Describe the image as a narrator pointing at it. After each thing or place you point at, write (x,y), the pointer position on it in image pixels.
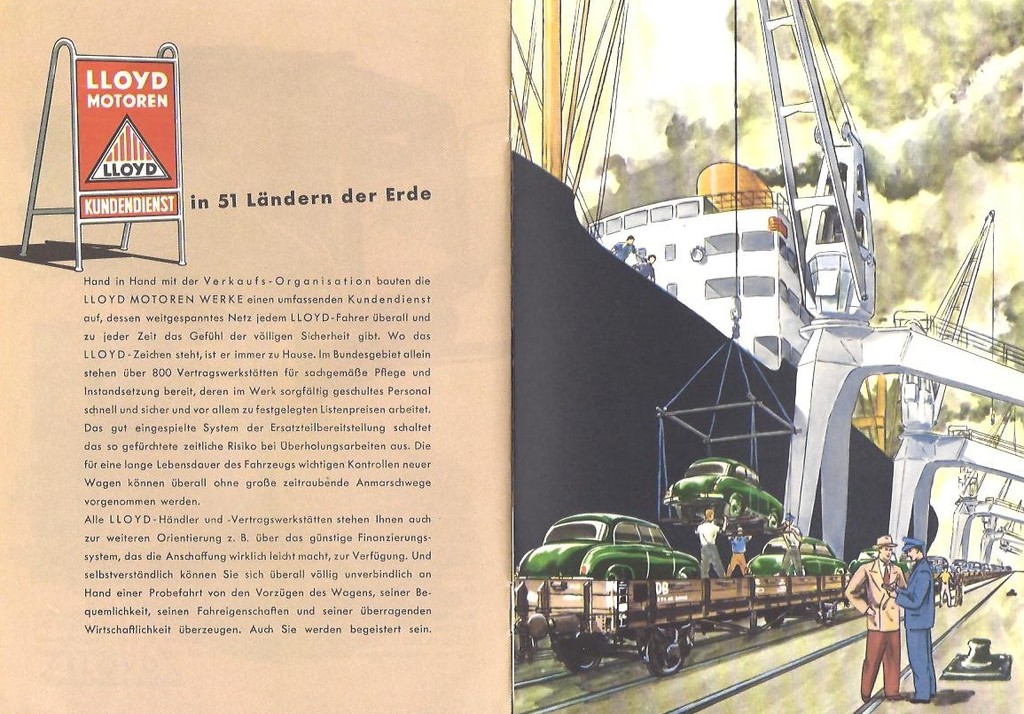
This is an image of the article (229,280) and painting (514,181) on the right (690,656), where we can see there is article (406,572) on the left (217,491) and also there is a painting (699,575) of cars (737,479) putting in the goods train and beside that there are few people (884,623) standing.
